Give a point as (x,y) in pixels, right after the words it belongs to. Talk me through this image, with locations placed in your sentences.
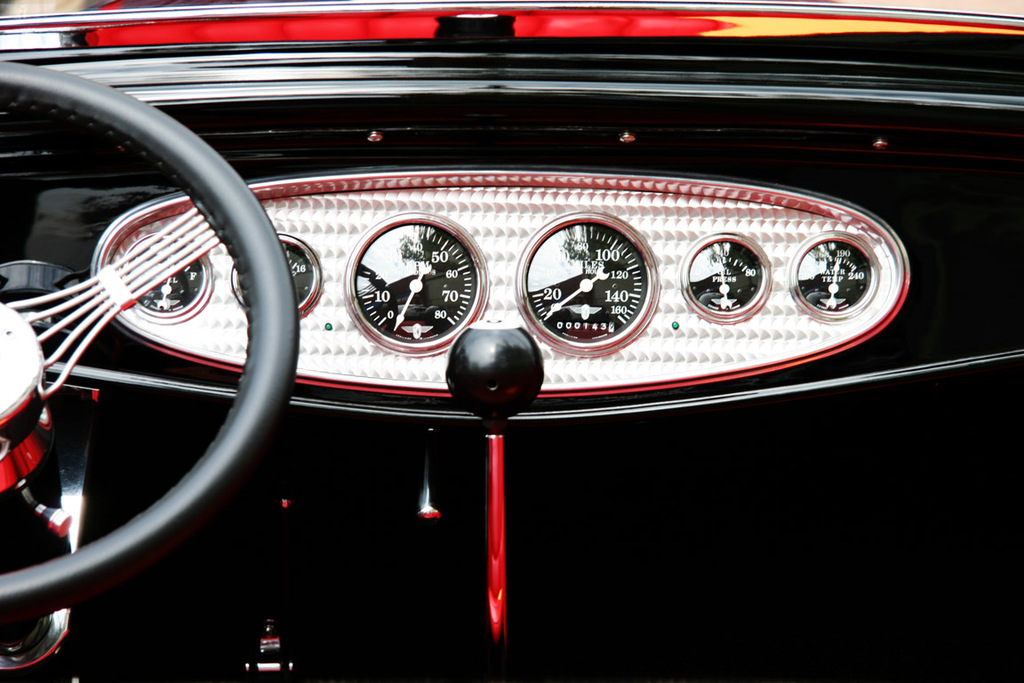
This image is taken in a vehicle (425,471). In the middle of the image (540,301) there is a speedometer (519,296). On the left side of the image (226,473) there is a steering (125,271).
